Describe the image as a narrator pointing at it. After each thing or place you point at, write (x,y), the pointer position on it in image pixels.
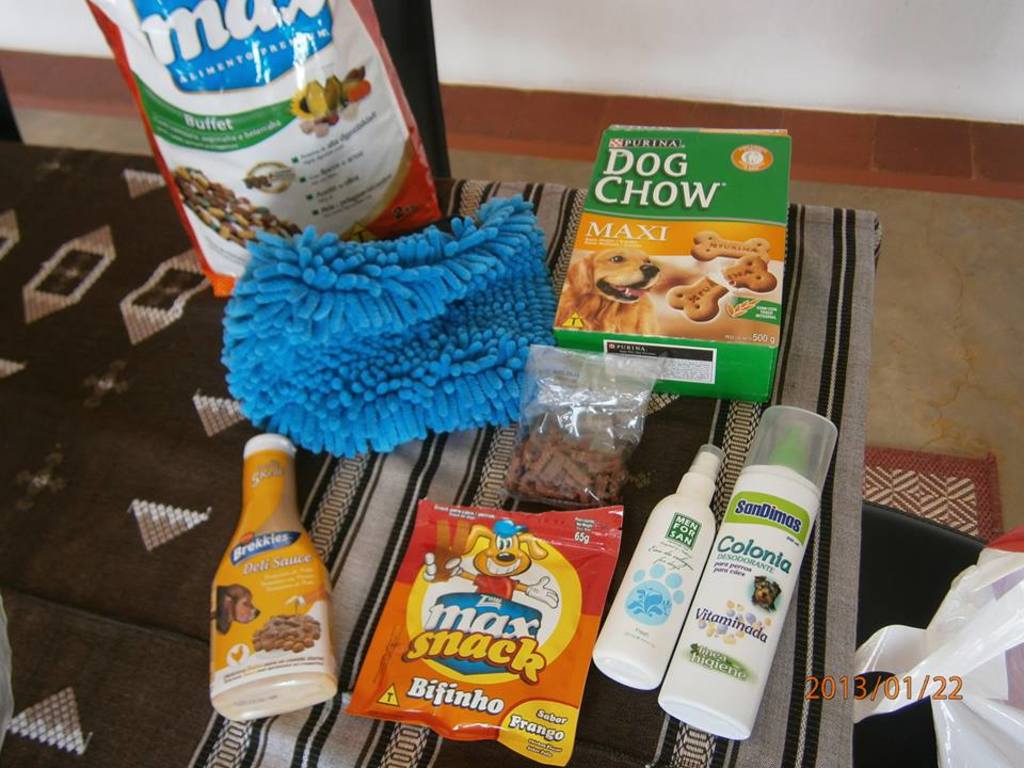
In the center of the image (587,376) there is a table (186,321) on which there is a cloth (178,318) and other objects (279,681). In the background of the image (909,31) there is wall (565,61). At the right side of the image (900,434) there is floor (934,444). There is a carpet (914,461) on the floor (1009,513). To the right side of the image (932,667) there is a cover (954,665). There is some text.
